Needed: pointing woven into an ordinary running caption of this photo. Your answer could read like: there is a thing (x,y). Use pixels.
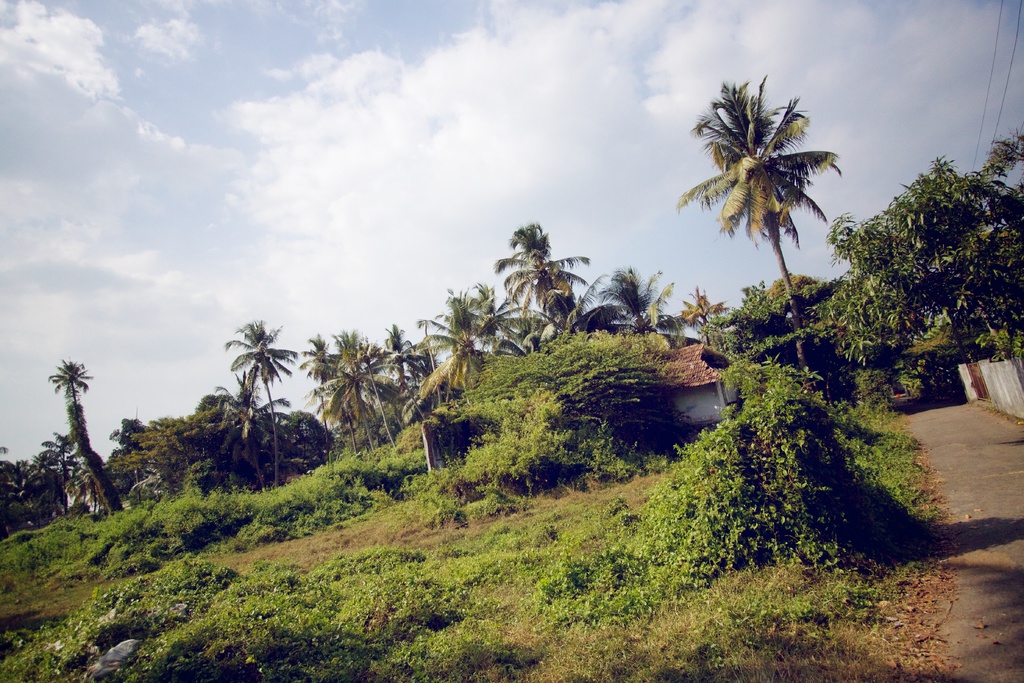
This is an outside view. On the right side (982,464) there is a road (983,507). Here I can see many plants (475,593), trees (114,483) and few houses (685,414). At the top of the image (153,107) I can see the sky (84,165) and clouds (344,165).
